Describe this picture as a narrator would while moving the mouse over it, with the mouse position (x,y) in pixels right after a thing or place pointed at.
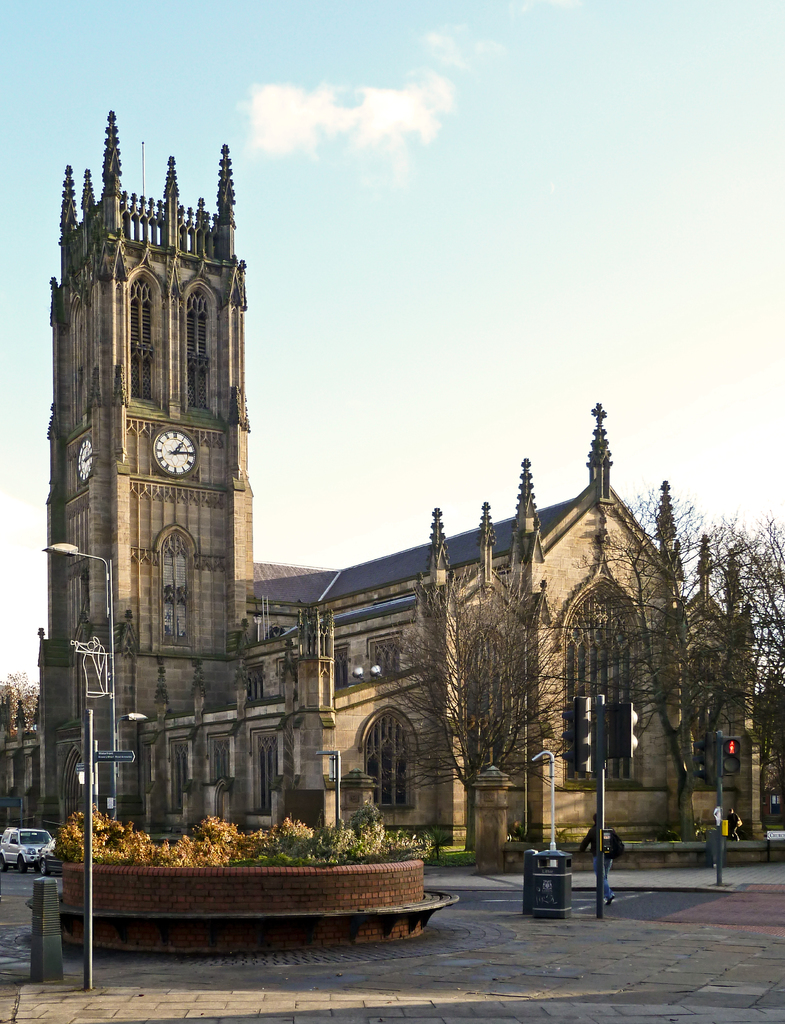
There is a tall building (116,448) and to the tower (134,458) of the building (134,450) there are two clocks (164,464) on the two sides, there are few trees (686,778) in front of the building (422,784) and in the left side (238,877) there is a round small wall (193,878) and some plants (224,854) are grown inside that wall (258,881) and around that area (386,917) there are few street lights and beside one of the street light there is a trash bin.
